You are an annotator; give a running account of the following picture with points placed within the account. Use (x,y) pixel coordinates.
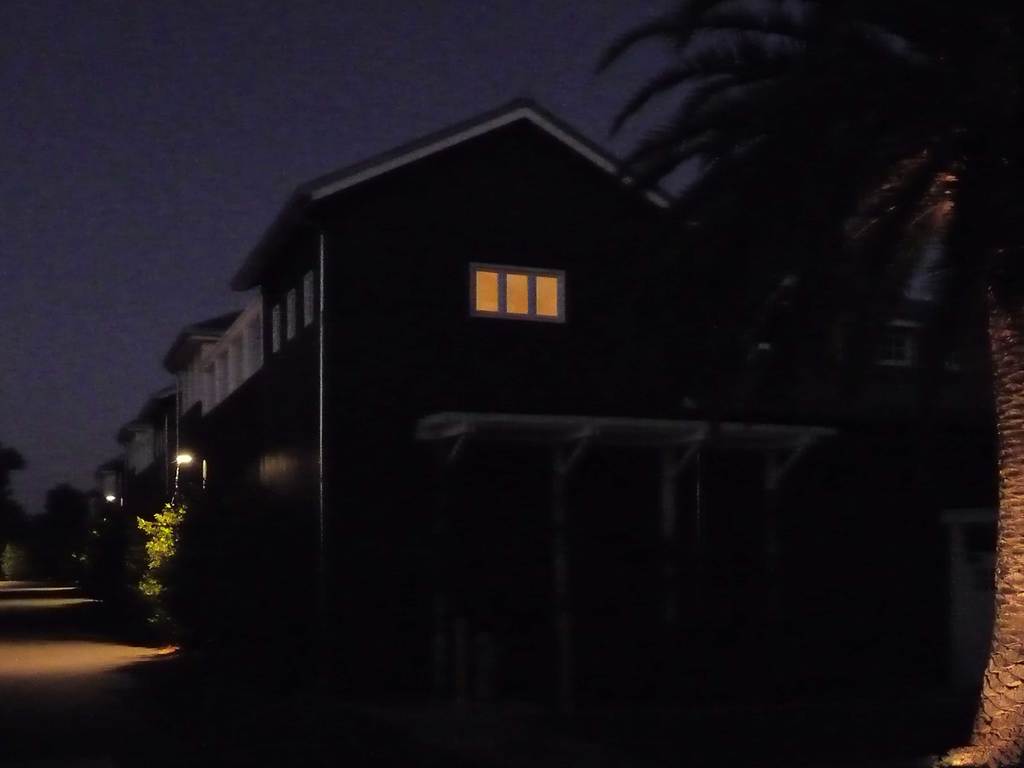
On the right side of the image (1002,688) there is a tree (692,214). On the left side of the image (108,673) there is a road (68,652). There are buildings (381,413), plants (149,591), lights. In the background of the image (67,529) there are trees (47,495) and sky (122,280).
